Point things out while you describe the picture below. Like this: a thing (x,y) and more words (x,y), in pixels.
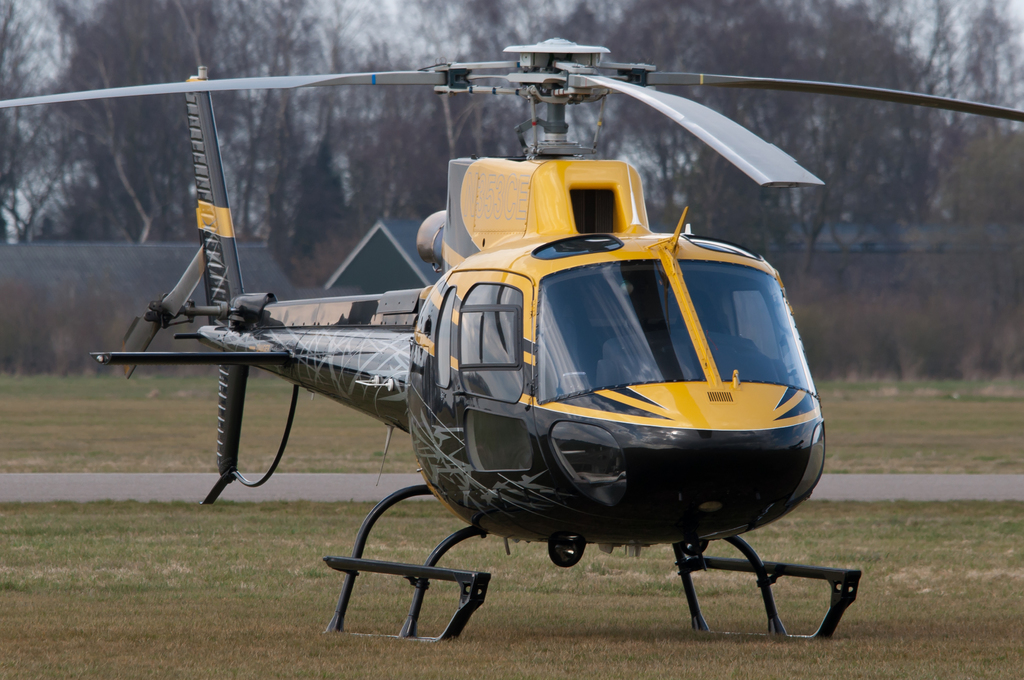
In the image we can see there is a helicopter (430,383) standing on the ground (362,580) and the ground (408,601) is covered with grass (132,598).
